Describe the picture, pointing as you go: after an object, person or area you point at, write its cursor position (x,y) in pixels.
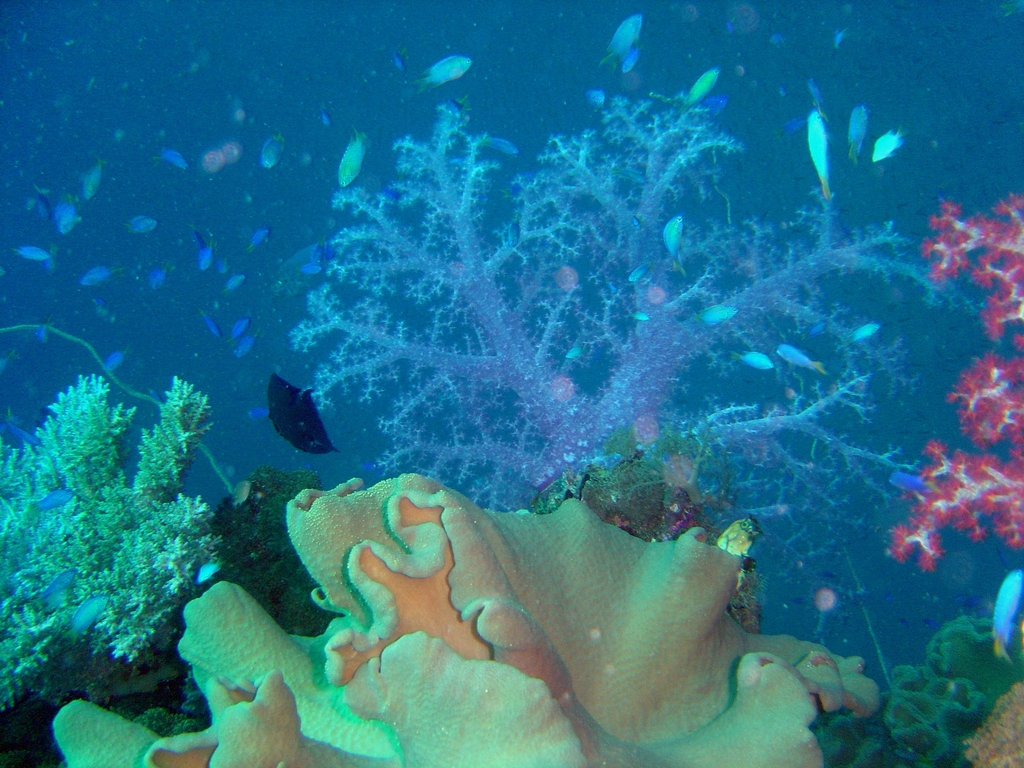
This image consists of underwater environment (302,124). In which we can see the coral plants (744,621). And we can see the fishes (789,355) in this image.
